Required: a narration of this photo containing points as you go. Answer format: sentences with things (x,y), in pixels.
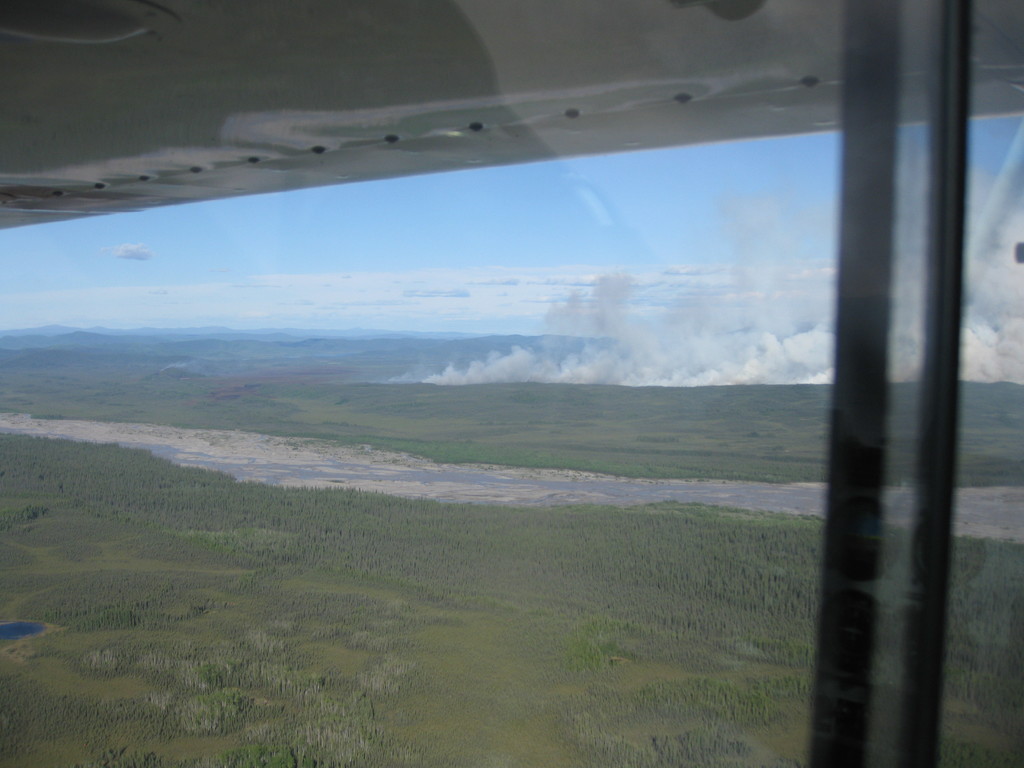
In this picture we can see the trees (450,526), water (632,490) and clouds (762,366) in the sky (788,293).
